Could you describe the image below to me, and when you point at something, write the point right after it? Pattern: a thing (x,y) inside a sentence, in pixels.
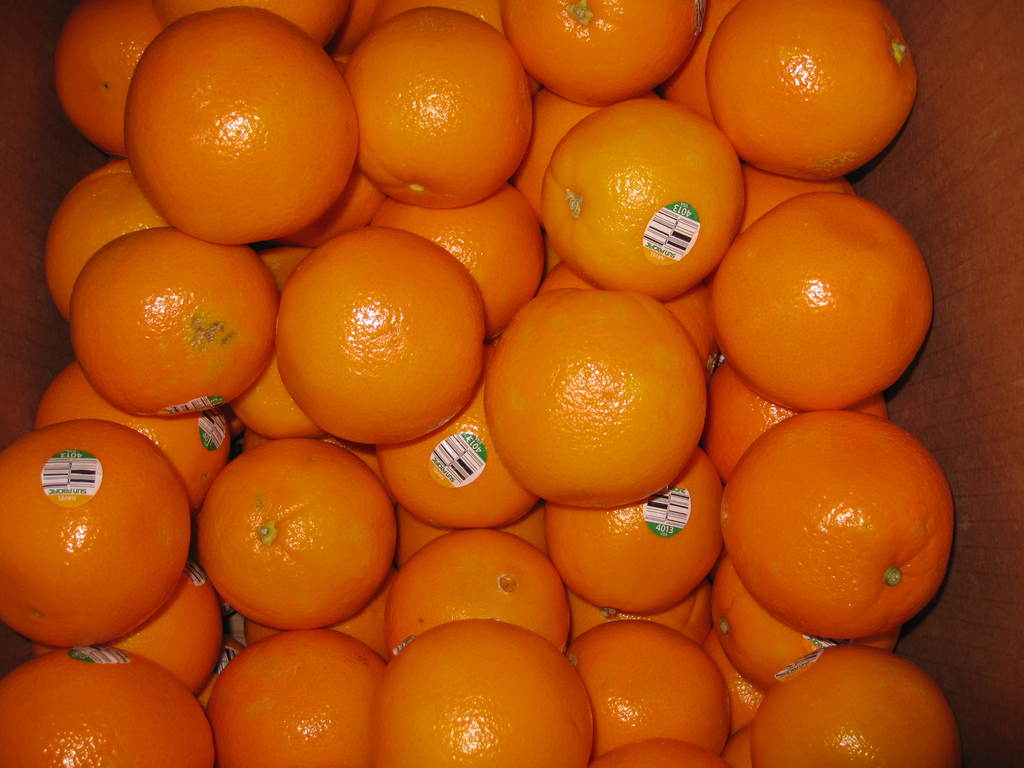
In the picture there are plenty of oranges (300,414) kept in a box (983,343).
